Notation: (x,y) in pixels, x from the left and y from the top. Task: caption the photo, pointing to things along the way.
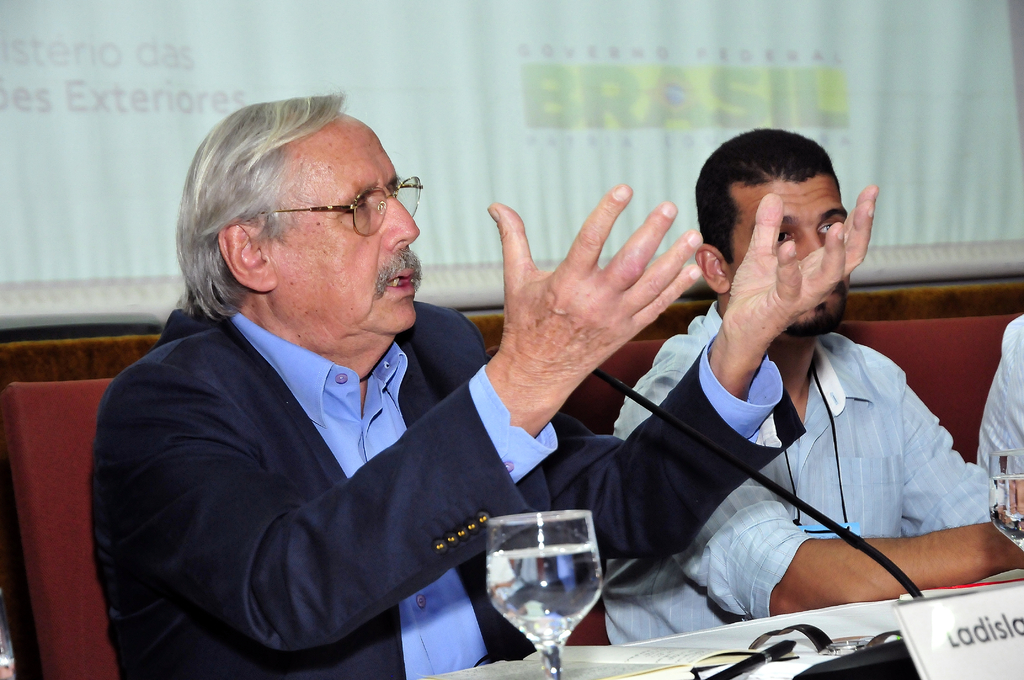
Here we can see two men (703,454) are sitting on the chairs (85,547) and he is talking on the mike (667,420). This is table (726,645). On the table (843,656) there are glasses (558,589), watch (887,634), pen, book (629,649), and a board (963,631). In the background (527,196) there is a screen (618,179).
